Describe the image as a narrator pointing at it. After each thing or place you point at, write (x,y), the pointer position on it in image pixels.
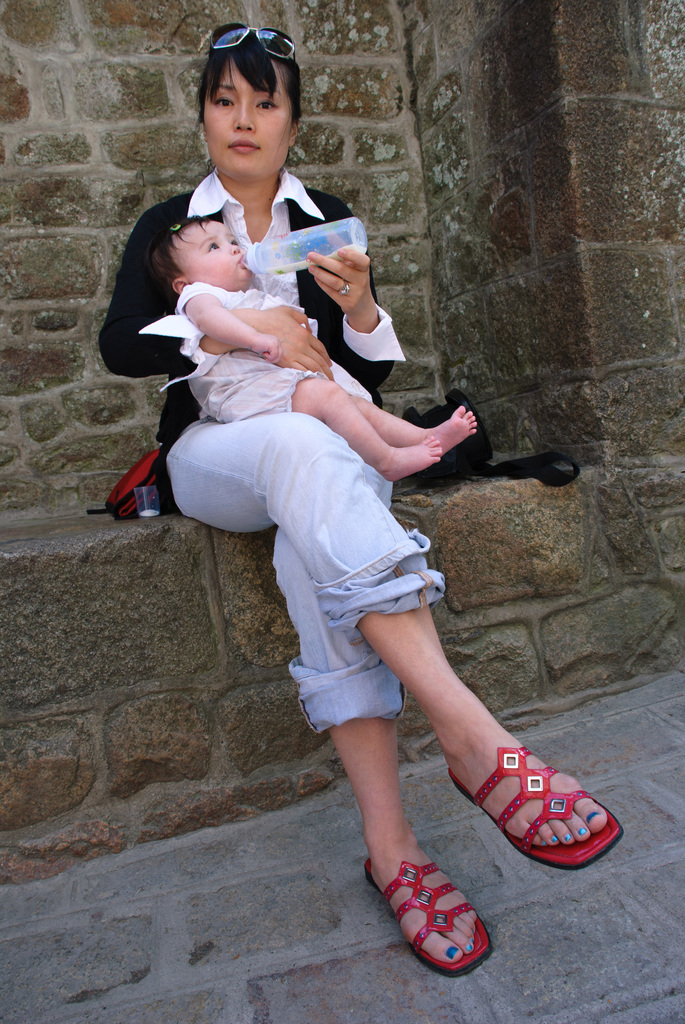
Here in this picture we can see a woman (276,431) sitting over a place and she is holding a baby (225,303) in her hand (253,319) and feeding the baby (251,288) with bottle (351,244) in another hand (348,254) and we can see goggles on her head (282,67) and beside her we can see a bag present over there.
